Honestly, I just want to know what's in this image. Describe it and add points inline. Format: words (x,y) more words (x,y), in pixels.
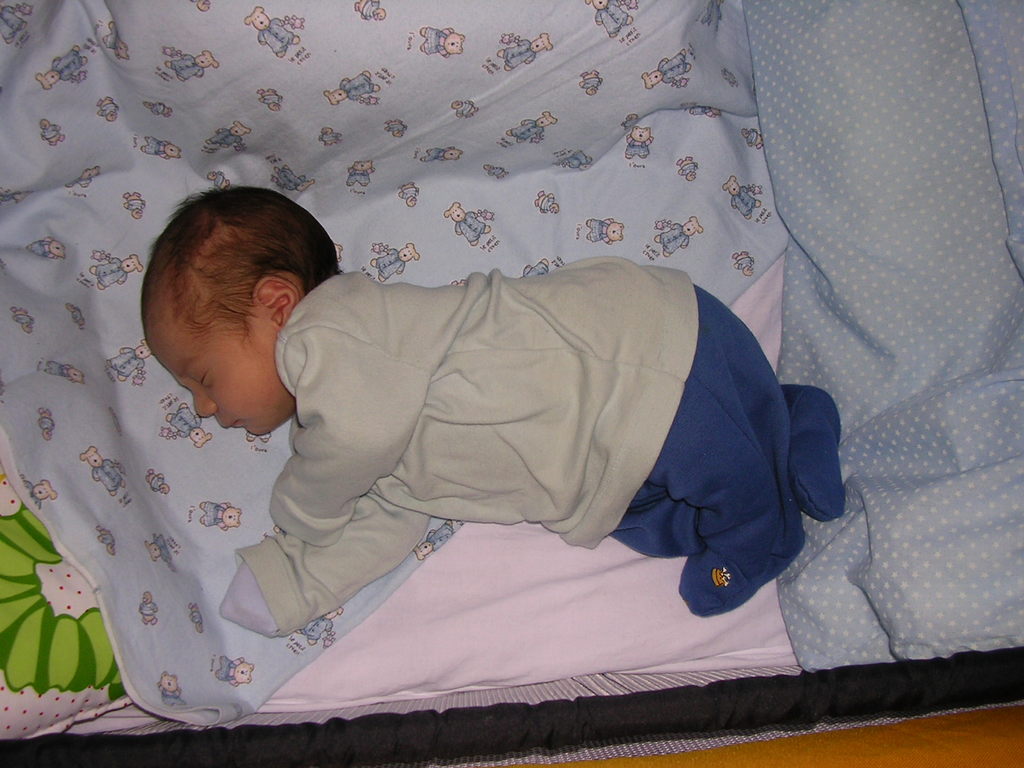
Here I can see a baby (353,314) is laying on a bed sheet (408,198). On the bed sheet (394,100) I can see few cartoon images (551,121).
